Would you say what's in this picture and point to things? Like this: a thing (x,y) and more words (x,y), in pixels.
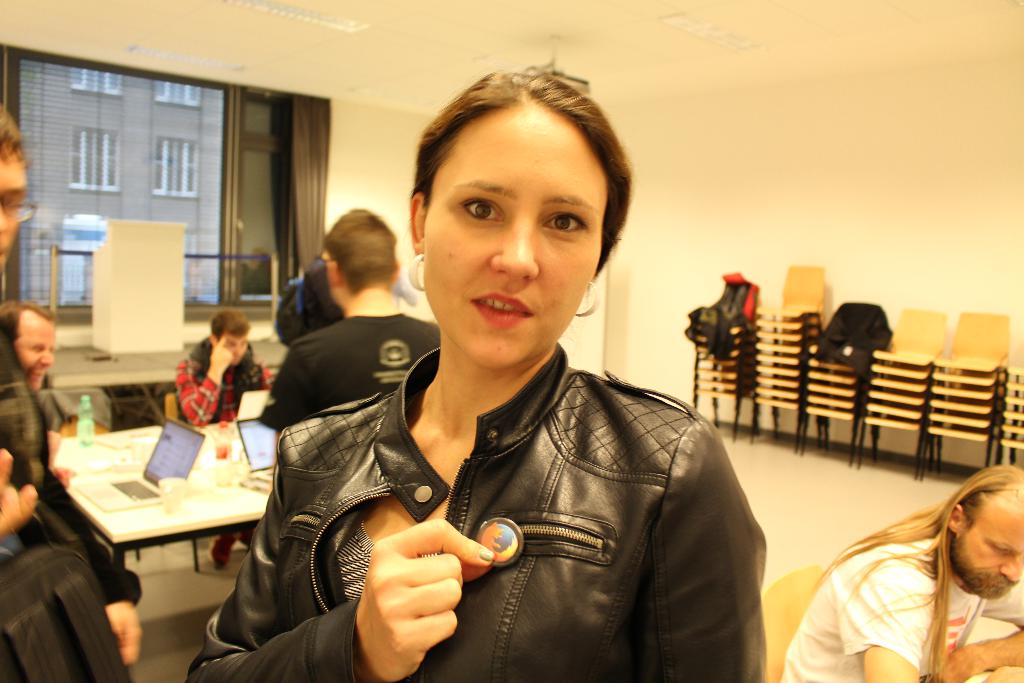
In this image I can see a woman (407,422) standing. At the background (218,329) there are few people (197,407) sitting on the chair (72,427). On the table (76,446) there is a laptop (175,454), bottle (87,438). There are chairs (865,378). At the back side (159,124) I can see a building (152,162).
